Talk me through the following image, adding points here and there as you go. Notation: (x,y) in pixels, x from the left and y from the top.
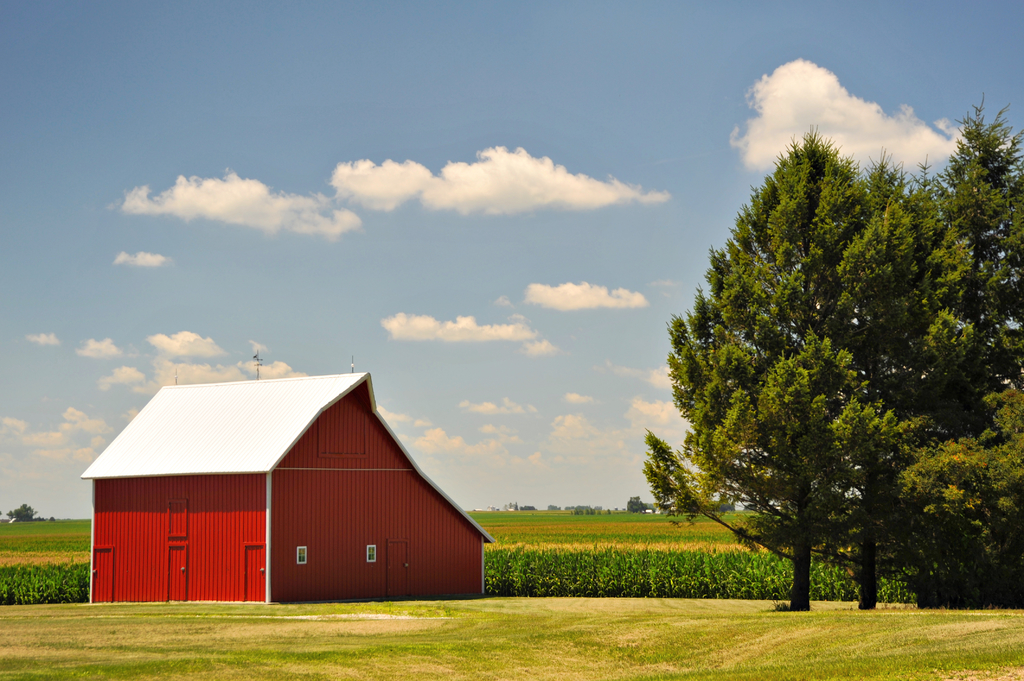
In this image there is the ground (471,652). There is grass (528,627) on the ground (625,666). To the left (265,508) there is a house (238,482). To the right (820,434) there are trees (762,437). In the background (615,546) there are plants (59,555). At the top (357,139) there is the sky (394,130).
